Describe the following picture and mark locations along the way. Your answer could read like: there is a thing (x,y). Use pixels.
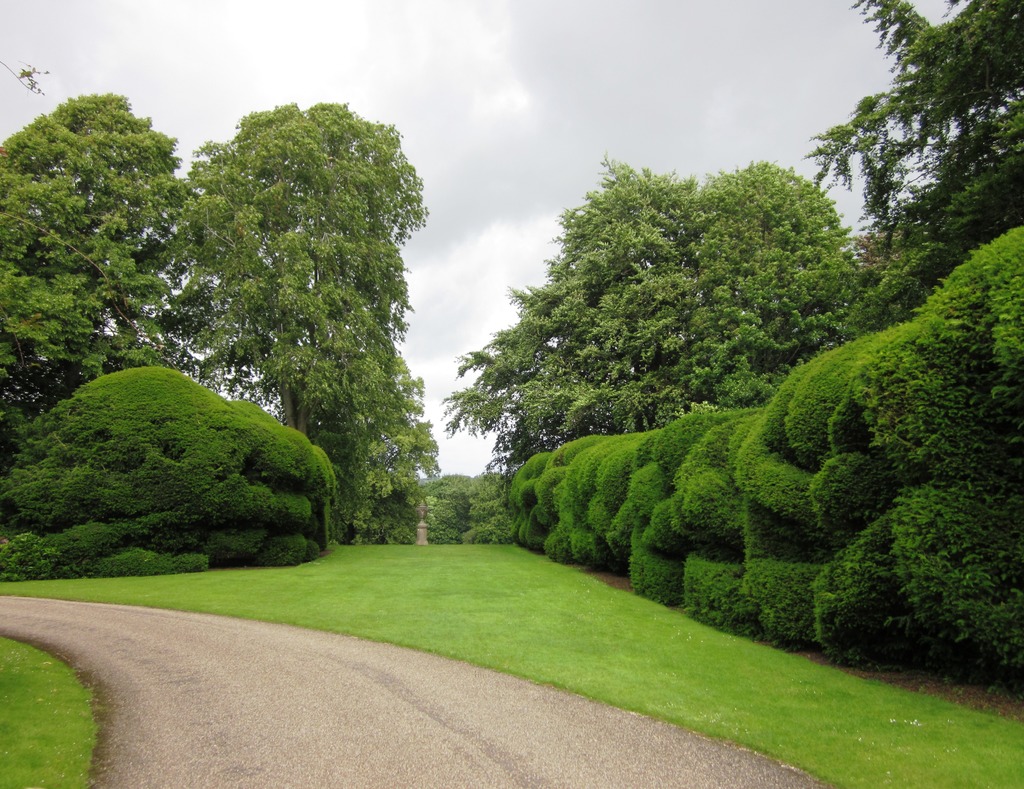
In this picture I can see many trees (222,184), plants (990,472) and grass (519,610). At the bottom (338,744) there is a road (368,746). In the top (476,32) I can see the sky (481,34) and clouds (470,48).
